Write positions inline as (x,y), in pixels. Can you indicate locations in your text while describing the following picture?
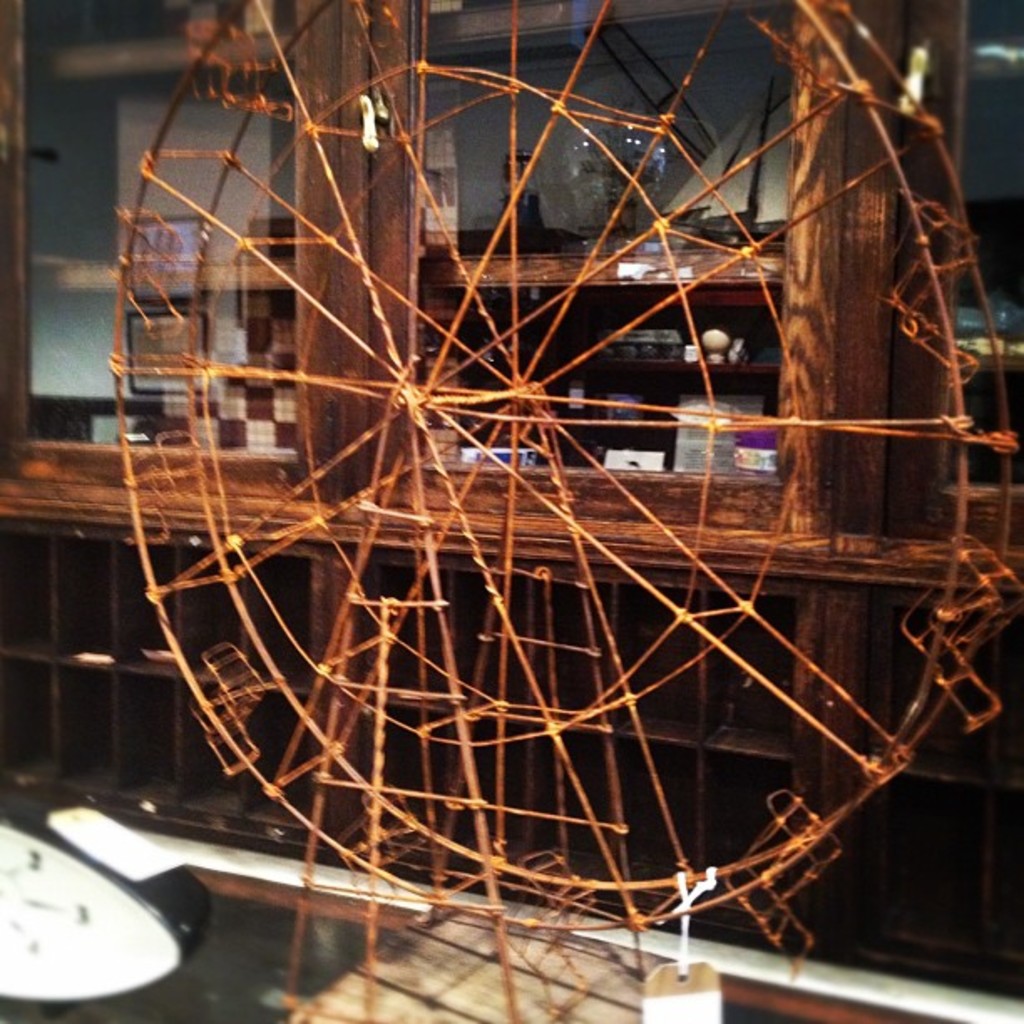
In the center of the image (506,652) there is a ferris wheel (832,423). In the background (55,215) we can see a glass (730,65).
